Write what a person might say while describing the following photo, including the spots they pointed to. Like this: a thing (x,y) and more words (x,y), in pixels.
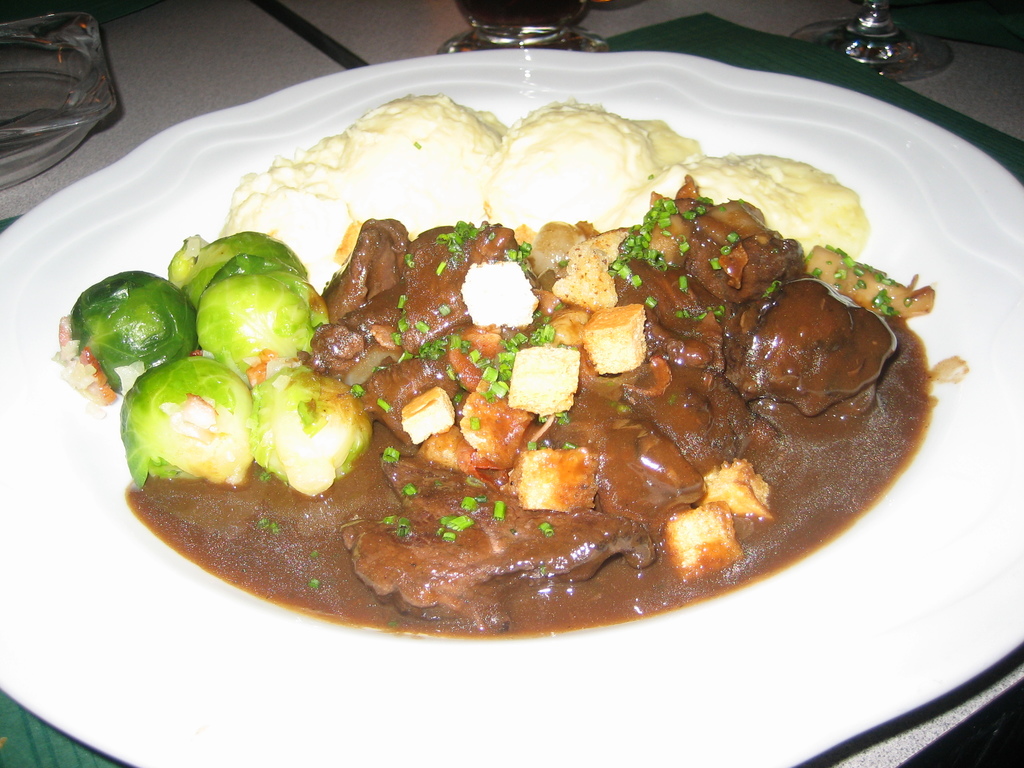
As we can see in the image there is a white color plate (155,251). On plate (667,116) there is a dish (355,505).
